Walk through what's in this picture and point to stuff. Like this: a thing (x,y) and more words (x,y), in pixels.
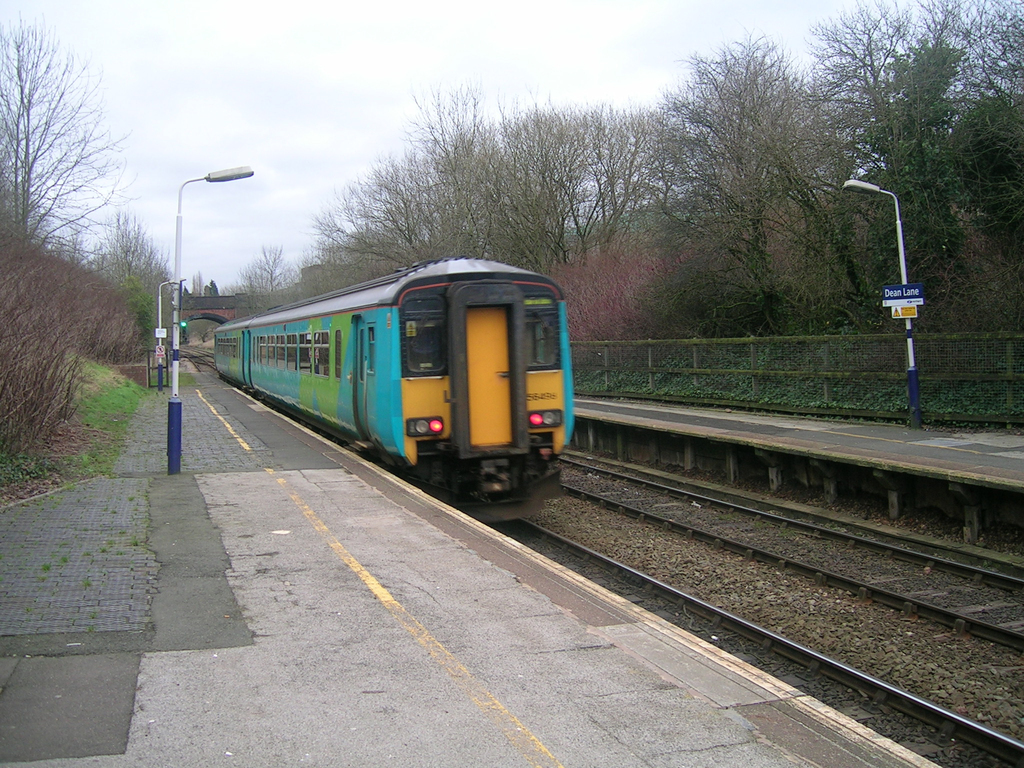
In this picture I can see there is a train (462,452) moving on the track (732,626) and there is a another track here and there are few poles (175,454) with lights (864,187) and there are plants (84,314) and trees (834,184) and there is a bridge (228,300) in the backdrop (204,304) and the sky (213,32) is cloudy.
